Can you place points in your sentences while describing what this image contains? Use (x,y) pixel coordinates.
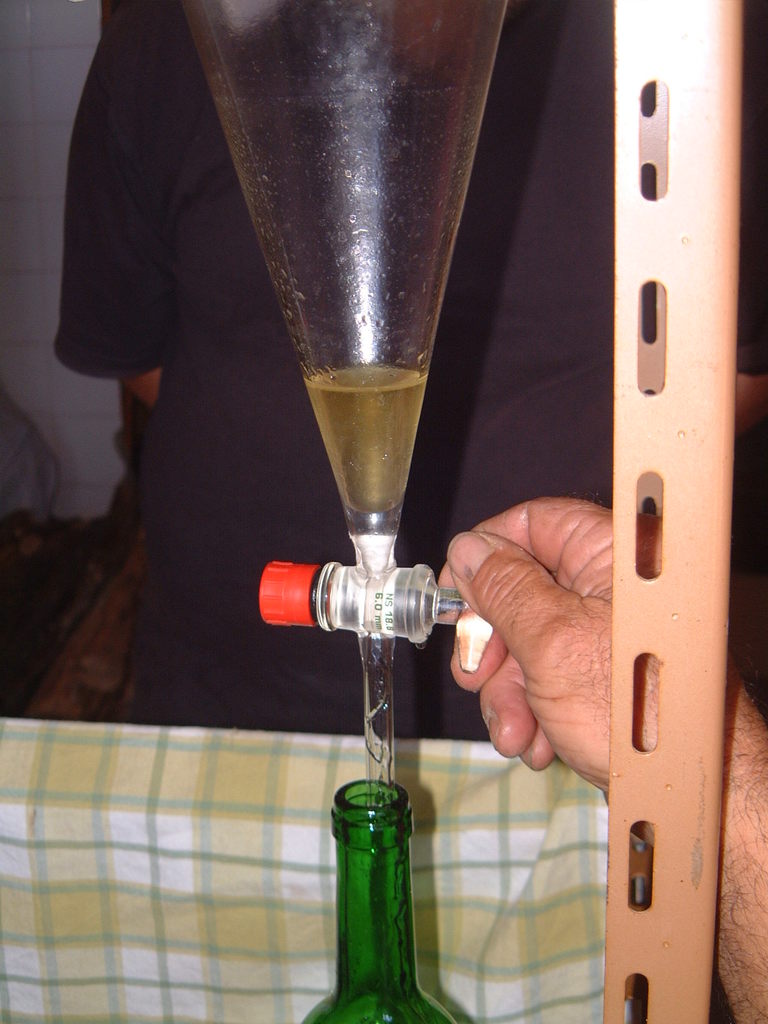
This picture shows pouring of wine (337,406) into a bottle (325,1019) from the funnel (425,13) and we see a man (585,561) holding it
